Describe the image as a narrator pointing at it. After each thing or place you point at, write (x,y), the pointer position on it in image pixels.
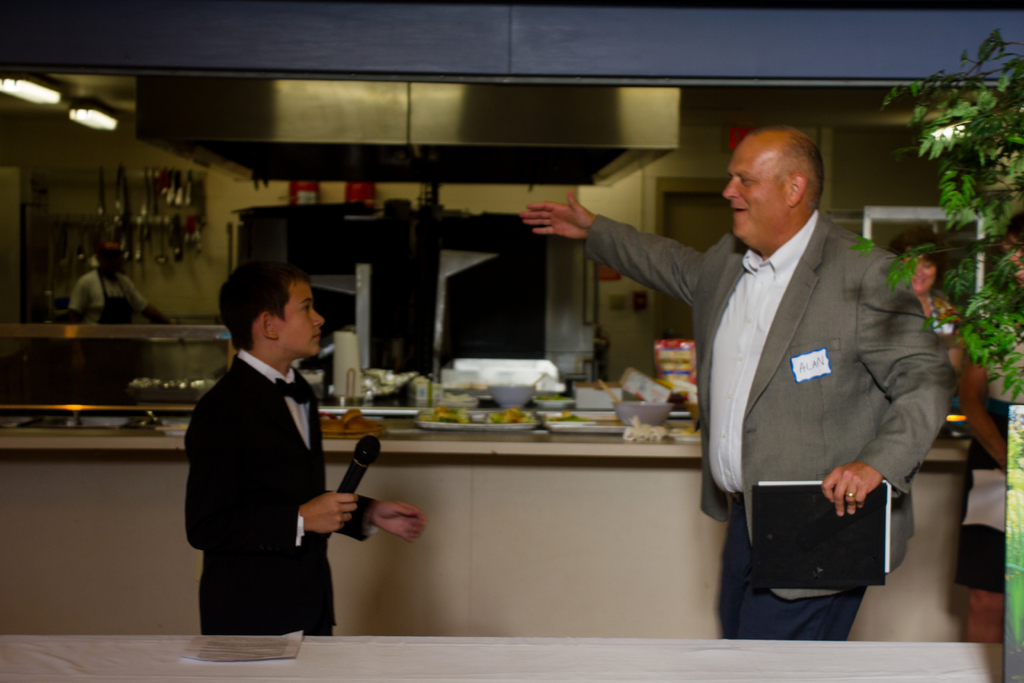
Here we can see two persons (829,625). A person (794,411) is holding a book (800,512) with his hand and other person (213,508) is holding a mike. In the background (377,430) we can see plates (552,400), bowls (524,395), lights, food items (525,414) and a person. There is a wall (637,186).
